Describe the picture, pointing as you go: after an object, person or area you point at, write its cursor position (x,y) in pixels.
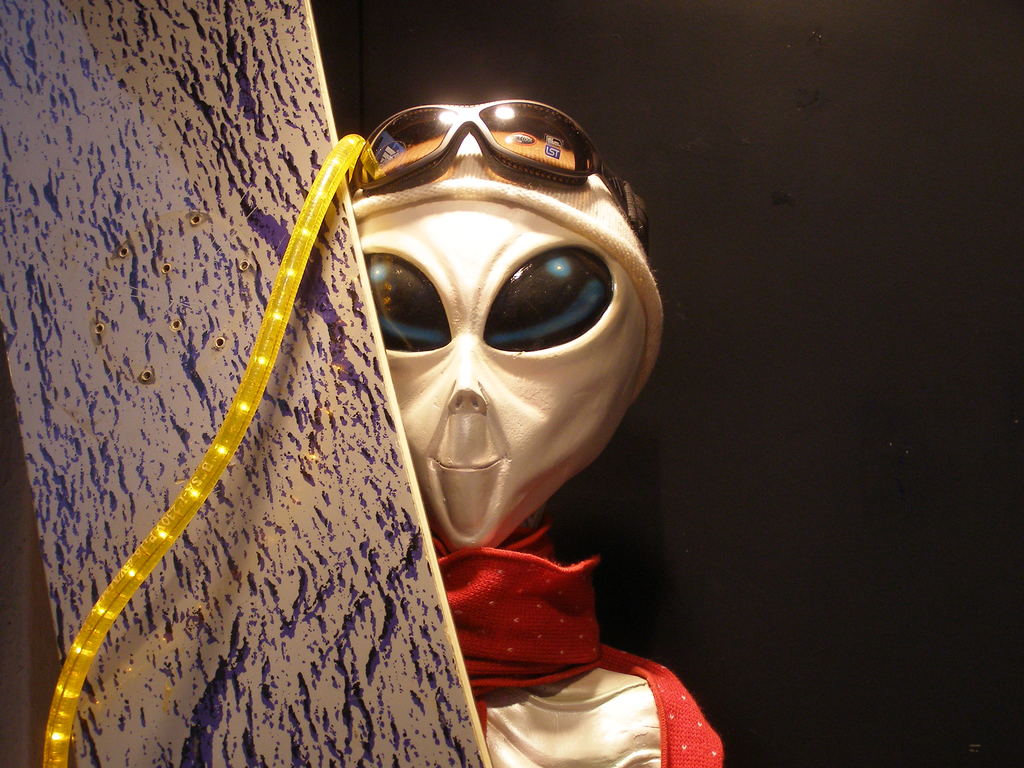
In this image we can see an alien toy (485,653) who is wearing red scarf (521,598), white cap (517,191) and goggles (407,147). We can see metal sheet (110,170) and light pipe (191,503) on the left side of the image (132,581). The background (798,375) is dark.
